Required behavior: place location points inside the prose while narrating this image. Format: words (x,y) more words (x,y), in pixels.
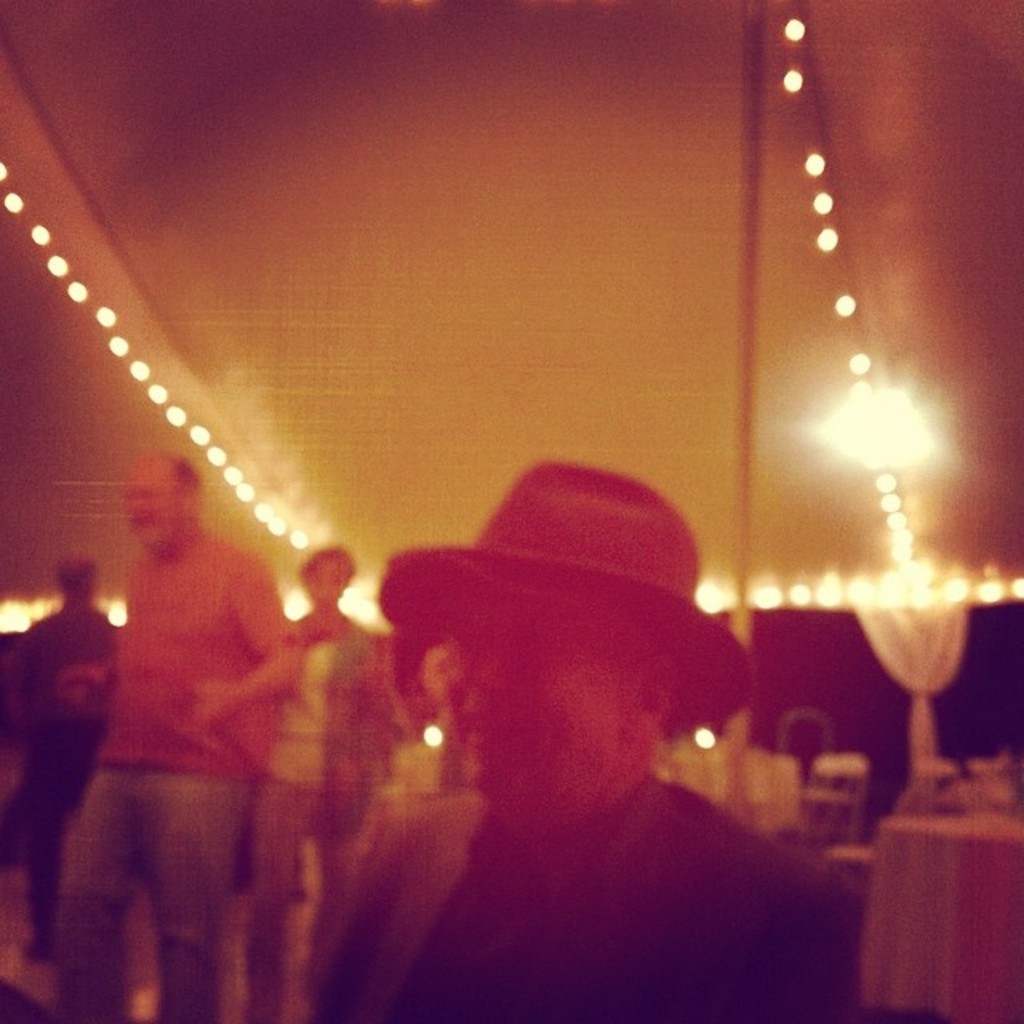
In this image I can see the group of people (367,774) with dresses (328,770). I can see one person (491,572) with the hat (467,566). To the right (858,784) I can see many objects (915,763). In the top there are some lights (897,478).
